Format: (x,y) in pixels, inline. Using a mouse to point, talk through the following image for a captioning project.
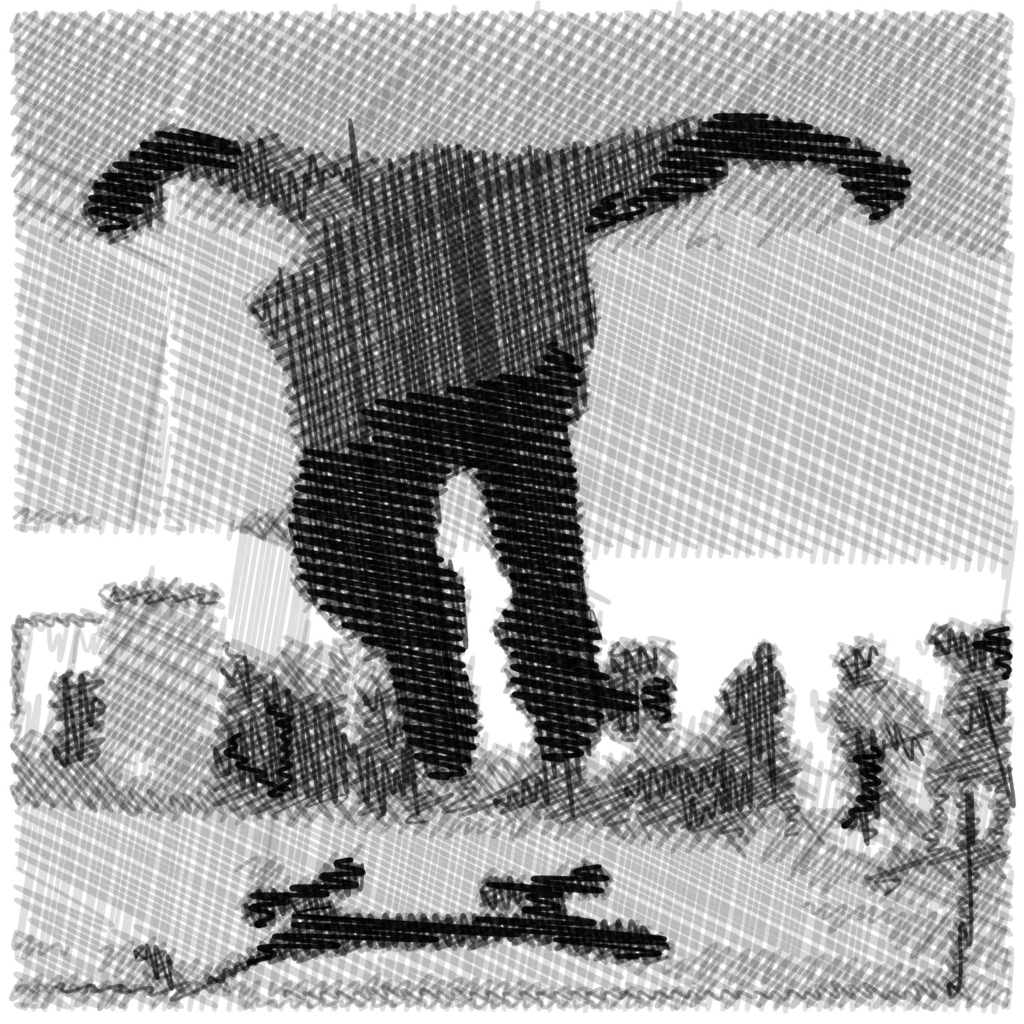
This is an animated image that includes a skateboarder (621,193) and people (753,771).
